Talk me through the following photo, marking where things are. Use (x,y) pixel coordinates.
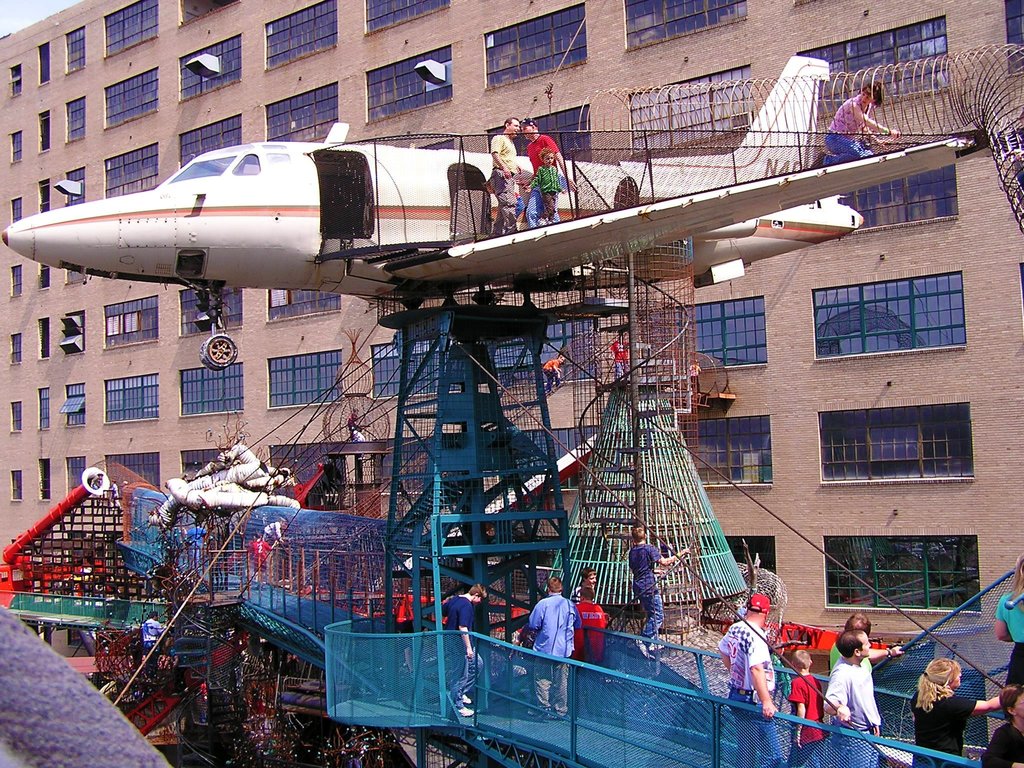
In this image we can see a building (294,82). There is an aircraft model (461,215) in the image. There are a group of people (745,649) are standing.
